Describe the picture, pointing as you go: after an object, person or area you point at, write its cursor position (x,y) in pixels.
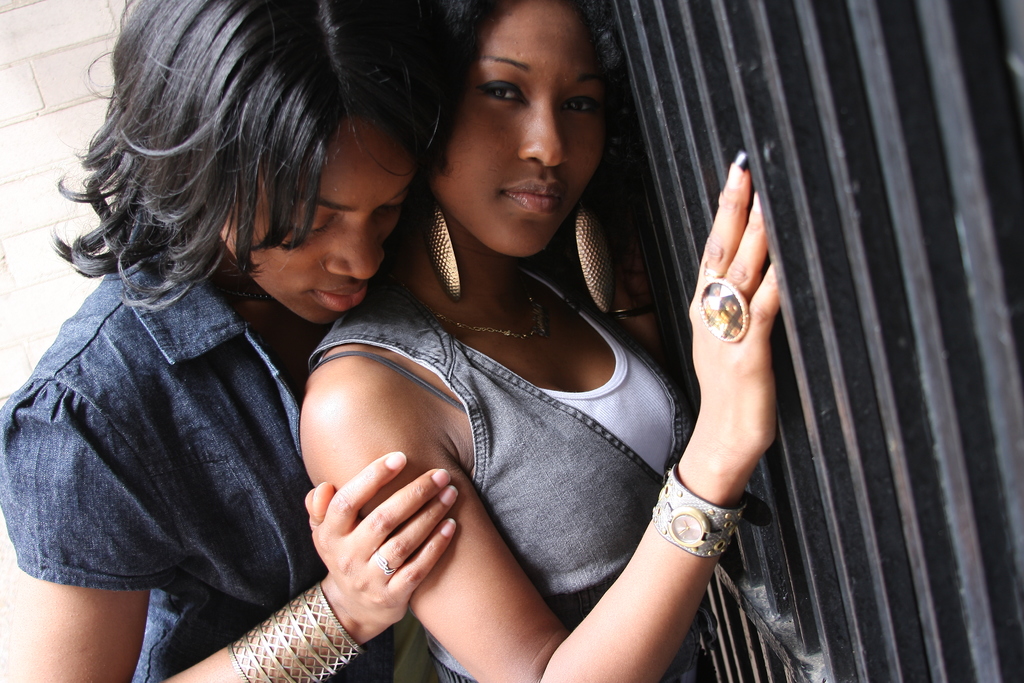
In this image I can see two persons (472,537), the person (584,525) at right (725,225) is wearing gray and white color dress (536,513) and the person (408,498) at left (199,486) is wearing black color dress (182,466) and I can also see the railing (777,175), background (61,23) the wall (49,94) is in cream color.
